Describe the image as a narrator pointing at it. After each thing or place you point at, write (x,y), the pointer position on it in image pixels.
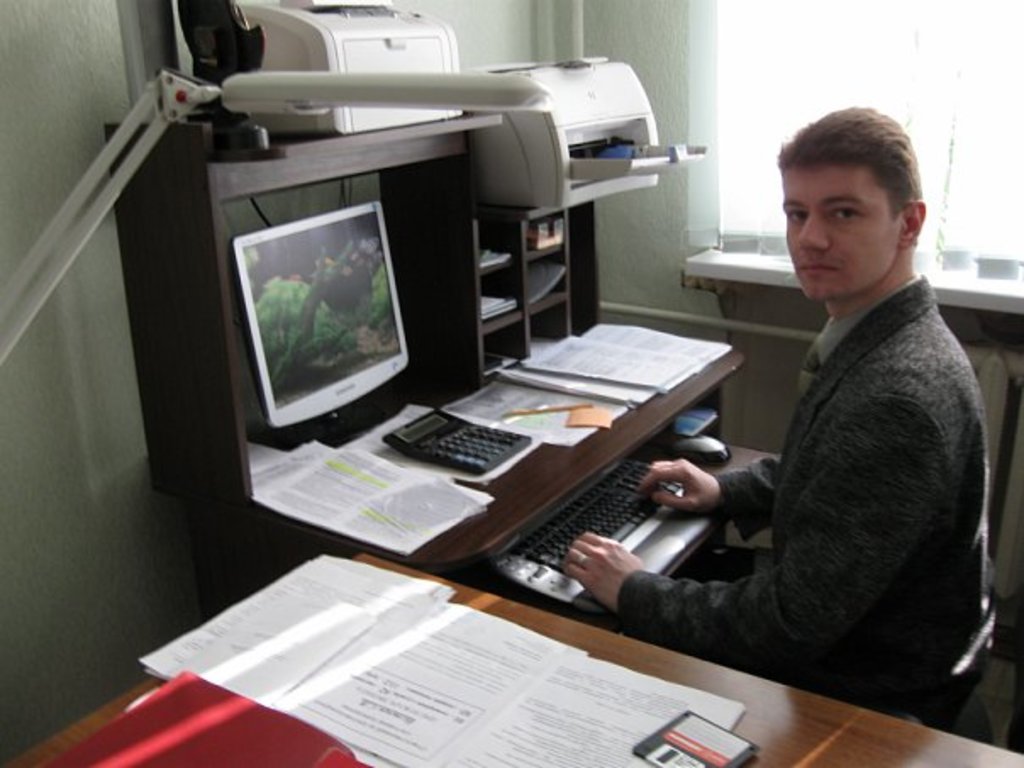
In this picture a guy (846,262) is sitting in front of a monitor (257,332) and there are notebooks (406,482), pen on top of it. There is also two white machines (595,158) placed on top of the table (284,167).
